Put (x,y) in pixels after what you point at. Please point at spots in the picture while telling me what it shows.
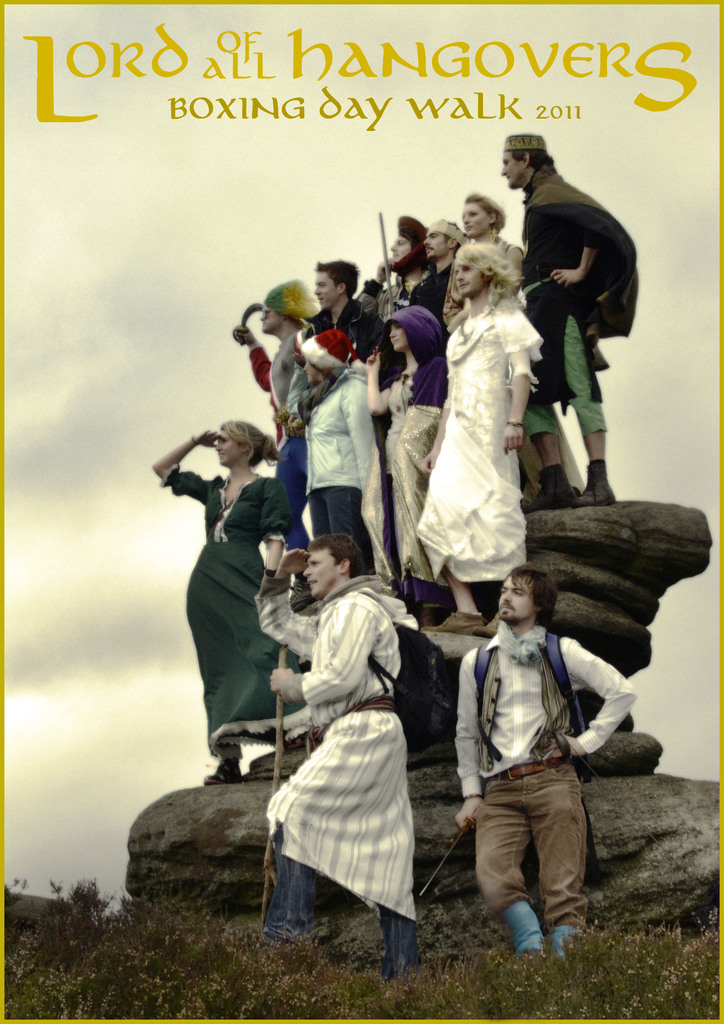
This is a picture of a poster (310,393), where there are group of people (507,527) standing on the rocks (588,884), and there is grass (12,917), sky (18,863), and there are words (122,56) and numbers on the poster (512,118).
